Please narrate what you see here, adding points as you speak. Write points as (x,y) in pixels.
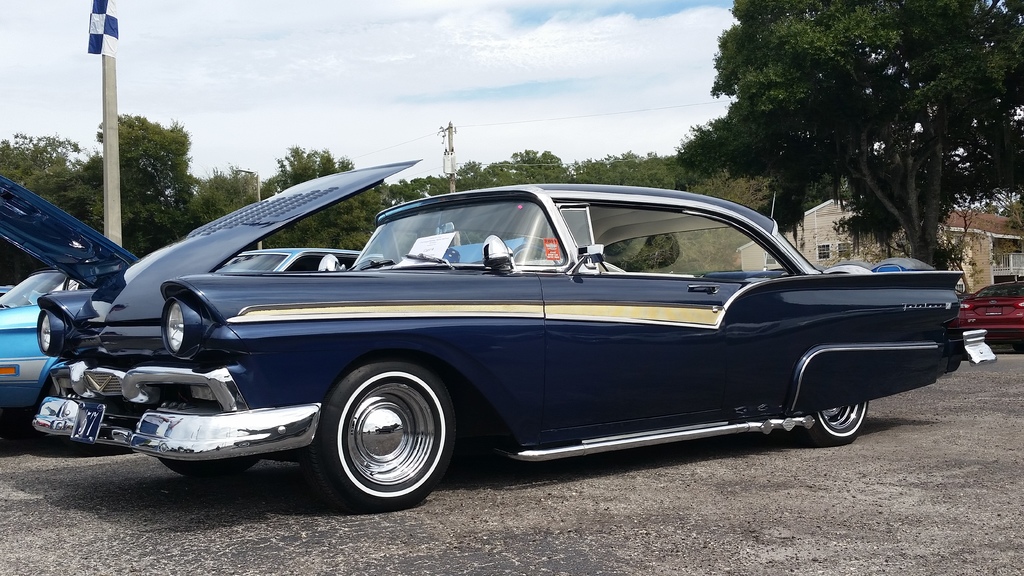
In this image we can see some cars (447,238) on the ground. We can also see some buildings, the flag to a pole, an utility pole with wires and the sky (603,103) which looks cloudy.
